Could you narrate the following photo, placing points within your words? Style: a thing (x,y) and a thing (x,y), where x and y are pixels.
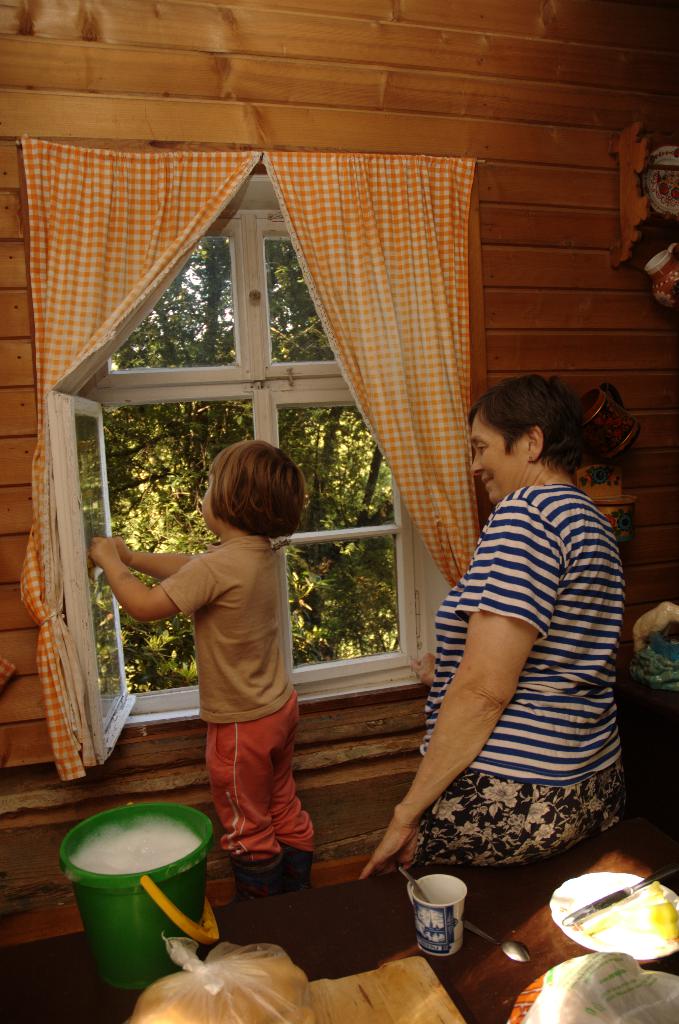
In the foreground of this image (217,972), there are covers (606,999), spoons (524,958), a wooden plank (417,1002) like an object (366,986), a green bucket (177,919), cup (441,882) and a platter (629,943) on a table (338,934). Behind it, there is a woman (518,660) standing, wooden wall (550,219), window (288,285), curtain (321,246), a kid (248,645) standing and tree (170,475) behind the window (155,473).
